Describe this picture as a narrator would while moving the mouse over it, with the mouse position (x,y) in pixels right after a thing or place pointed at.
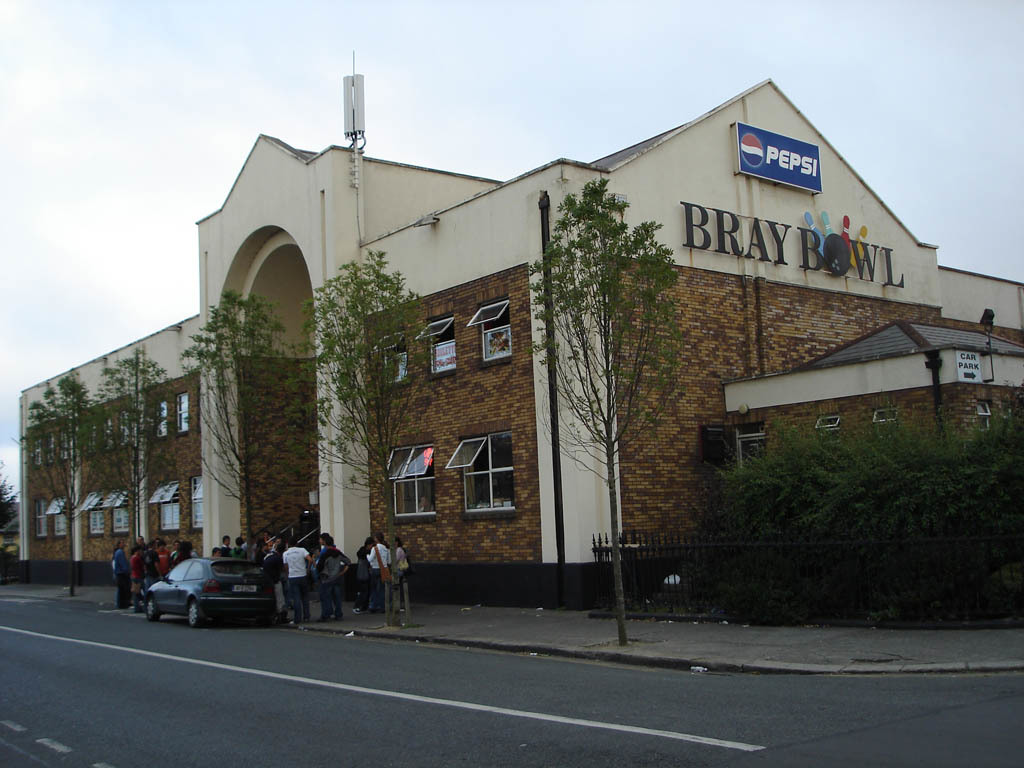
In this image we can see road (240,702), car (208,605) which is parked and there are some persons (313,561) standing around it and in the background of the image (310,496) there is building (584,549), footpath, there are some trees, top of the image (340,82) there is cloudy sky (368,59).
